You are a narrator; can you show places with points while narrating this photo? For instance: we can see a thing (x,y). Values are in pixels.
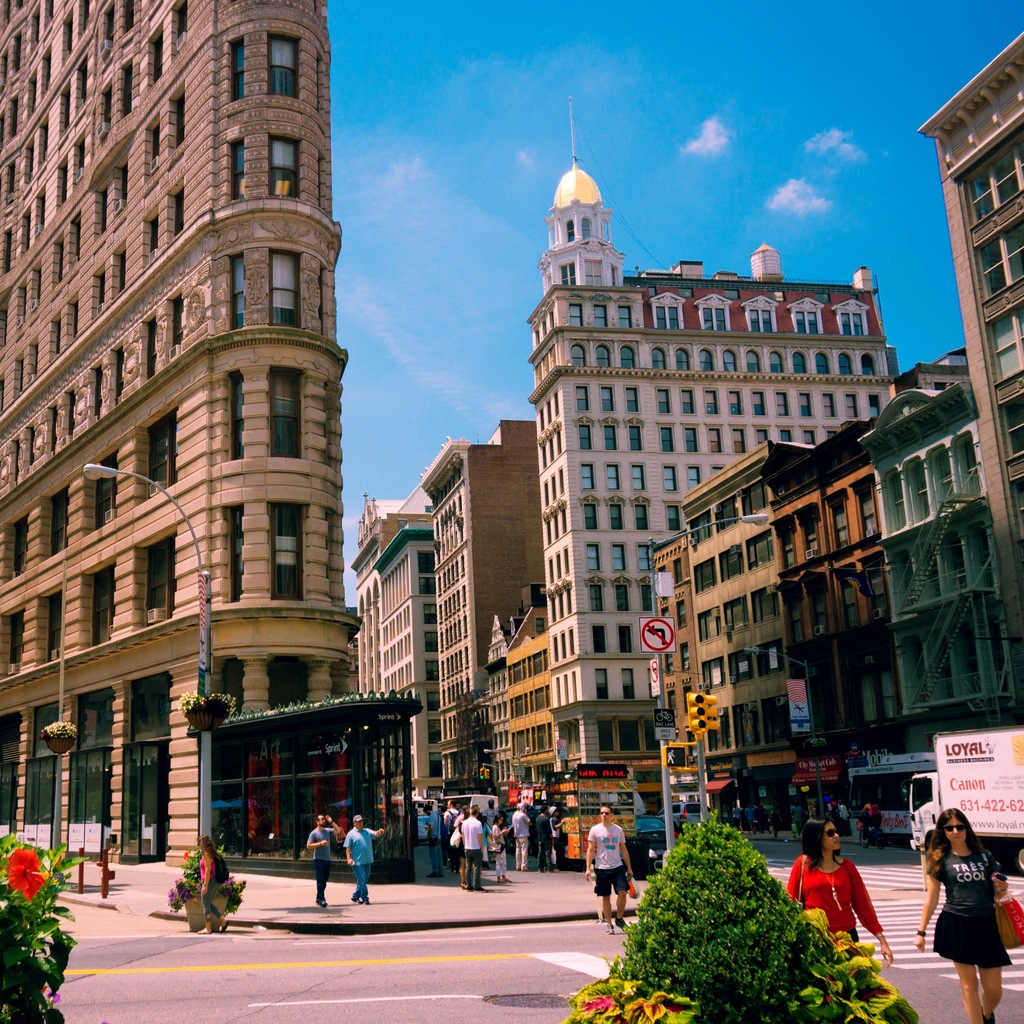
Here there are buildings (456,542) with the windows (817,685), here people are walking on the road (349,980), here there are trees (692,957), this is sky (597,134).
